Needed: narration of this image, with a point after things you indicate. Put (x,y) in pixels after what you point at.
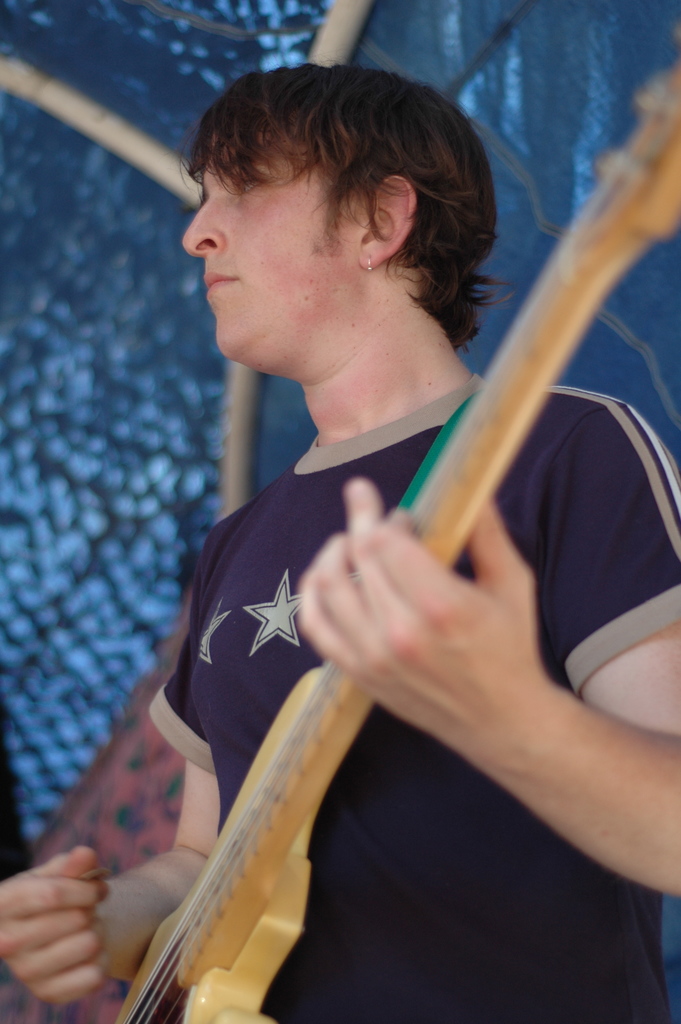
in the picture, there was a person (442,426) holding guitar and standing, back of the person (439,407) we can see a pole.
